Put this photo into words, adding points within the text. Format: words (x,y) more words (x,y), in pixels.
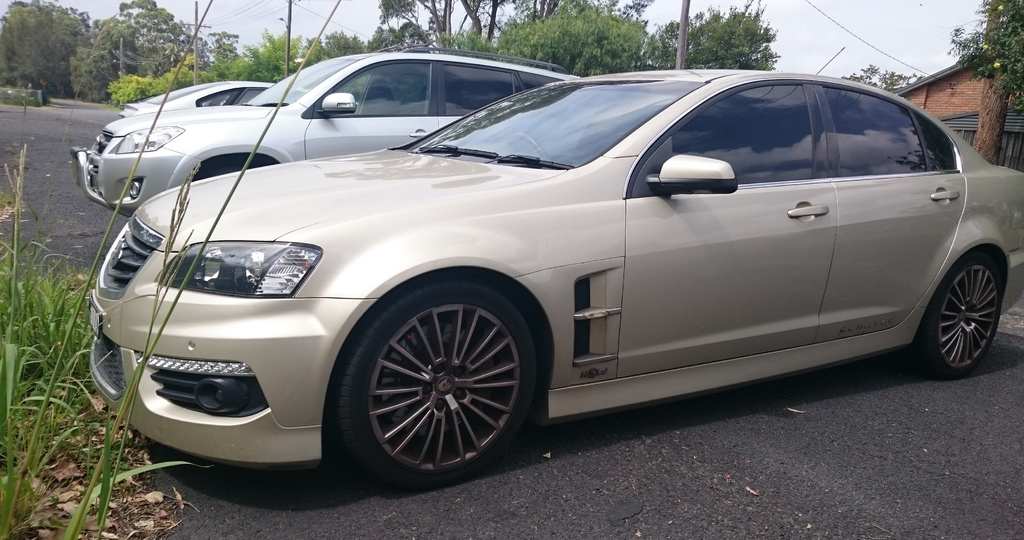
In this picture we can see vehicles (218,184) on the road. Behind the vehicles (264,211), there are trees (98,59), electric poles (197,55), cables (247,5) and the sky (208,23). On the right side of the image (946,111), there is a house (957,104). On the left side of the image (41,328), there are dried leaves (65,457) and grass (13,394).
